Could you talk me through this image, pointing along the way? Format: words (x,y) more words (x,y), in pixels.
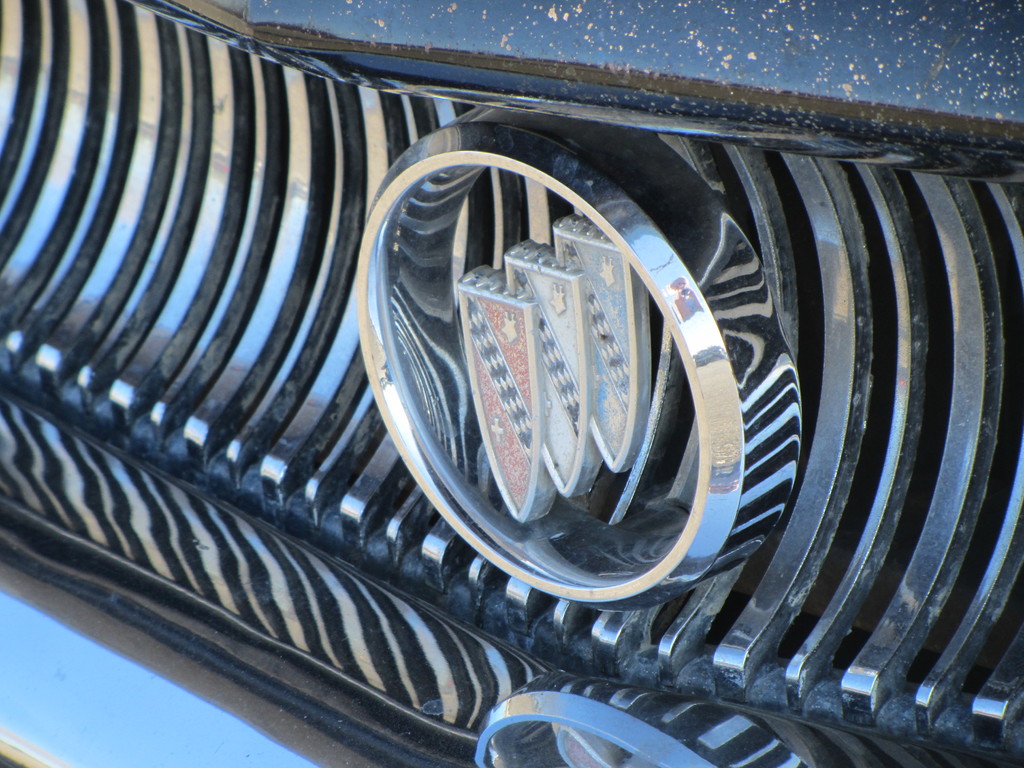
In this picture we can see a logo (489,372).
